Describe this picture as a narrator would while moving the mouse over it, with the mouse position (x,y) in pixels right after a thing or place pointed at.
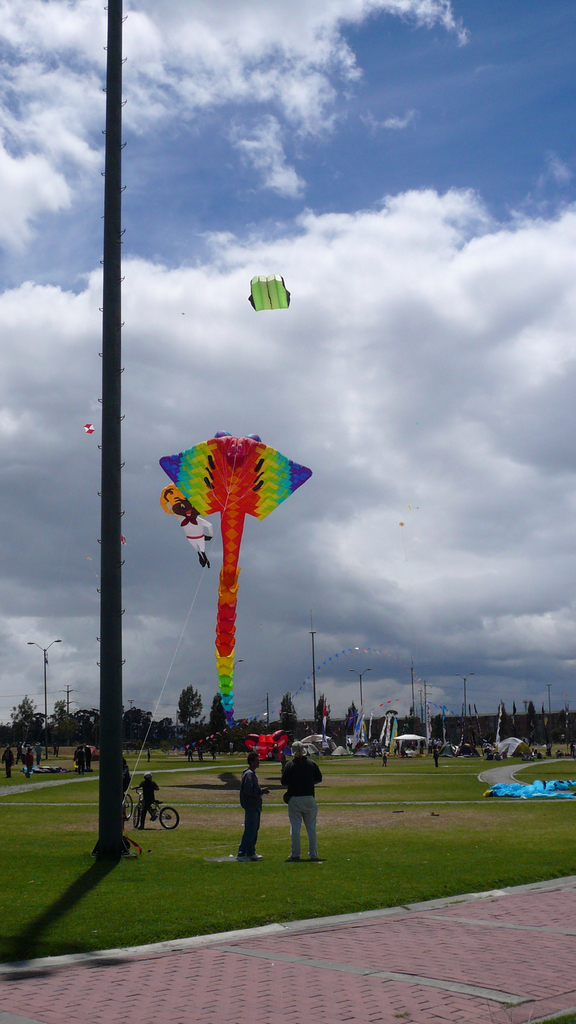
In this image I can see green grass ground (279,802) and on it I can see few people (307,783) are standing. In background (47,748) I can see number of poles (550,705), number of trees (77,730), clouds (307,398), the sky (561,100) and I can see few kites (216,662) in air (224,347).
